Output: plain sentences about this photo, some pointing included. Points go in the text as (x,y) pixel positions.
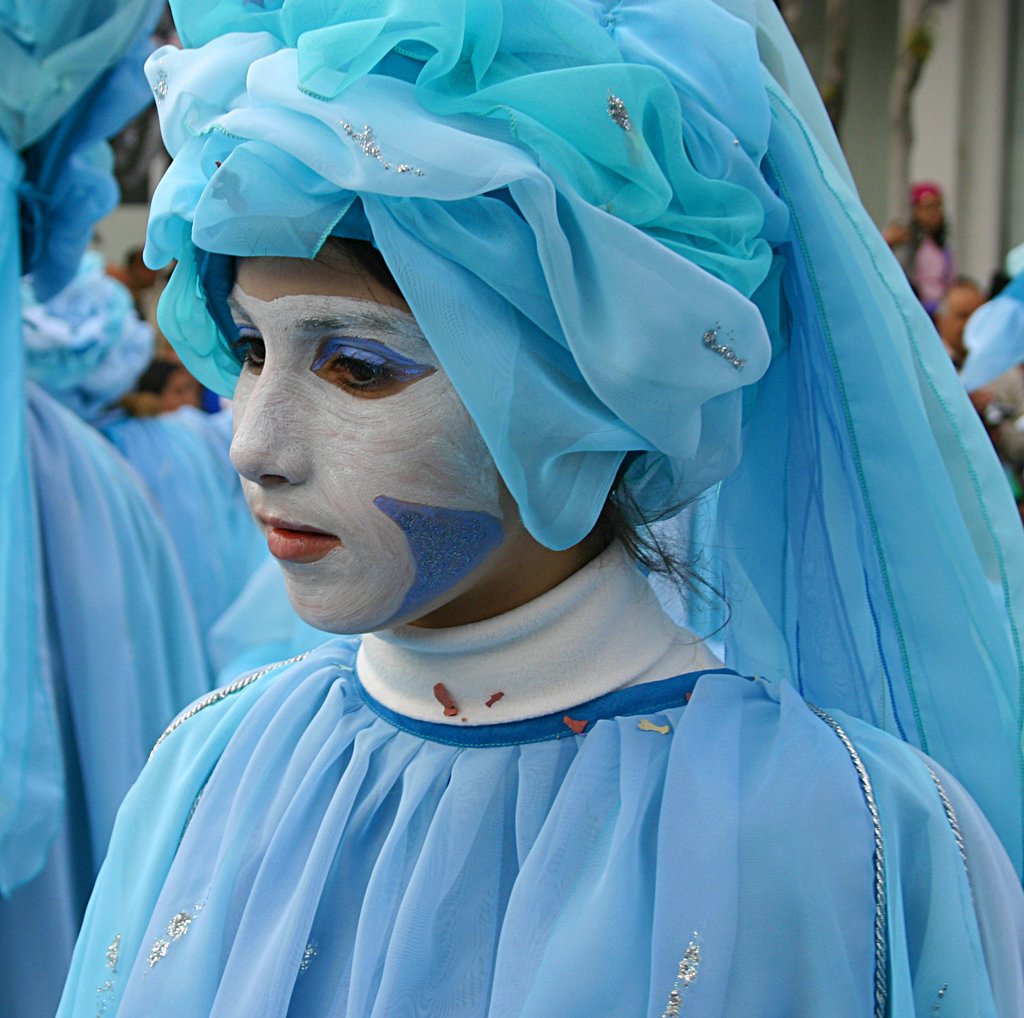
In this image there is a woman (414,821) who is wearing the blue colour dress (411,910) and blue colour cap (500,118). There is a white colour painting (375,466) on the face (362,461) of the woman (322,292). In the background (184,528) there are few other people (171,528) who are wearing the blue color dress (175,542).
